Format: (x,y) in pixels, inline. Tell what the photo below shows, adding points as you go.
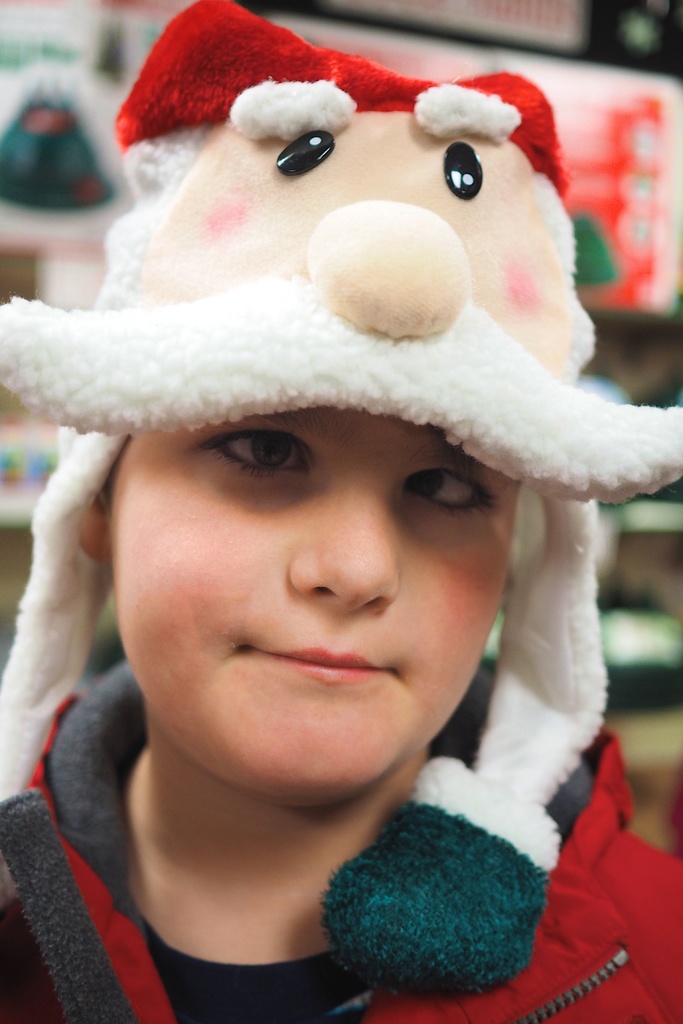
In this image I can see a person (378,979) is wearing a red color jacket (611,801) and a cap (536,344) on the head (383,483) and looking at the picture. In the background (666,358) I can see some objects (624,289) in the rack (655,362).
